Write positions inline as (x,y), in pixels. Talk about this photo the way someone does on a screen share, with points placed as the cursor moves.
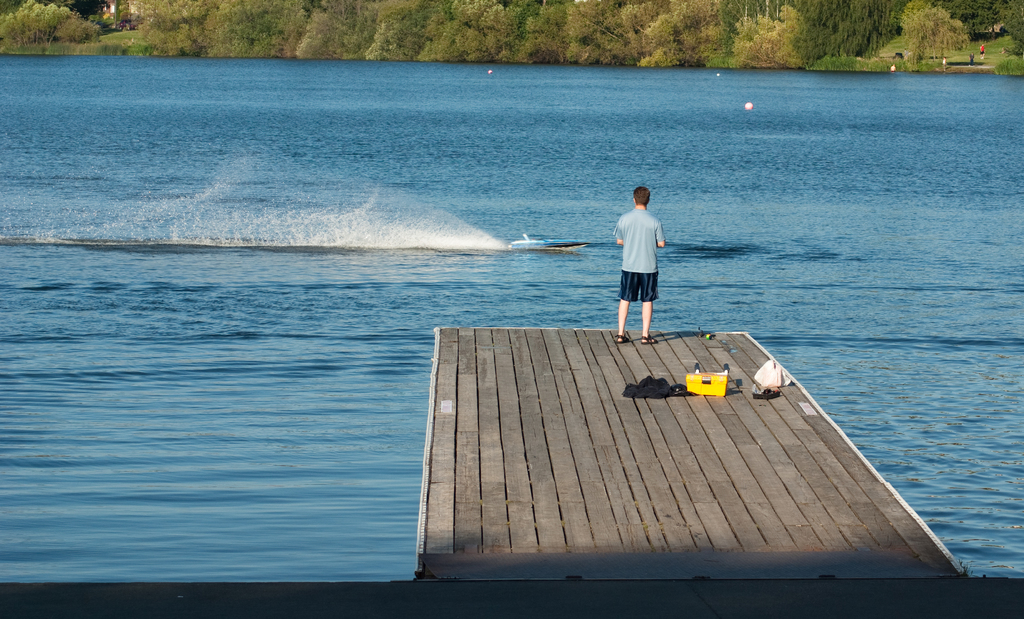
In the center of the image (581,389) there is a person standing on the wooden platform (628,441). Behind him there are few objects (785,377). In front of him there is water (570,146). In the background of the image (464,51) there are trees (667,16).
